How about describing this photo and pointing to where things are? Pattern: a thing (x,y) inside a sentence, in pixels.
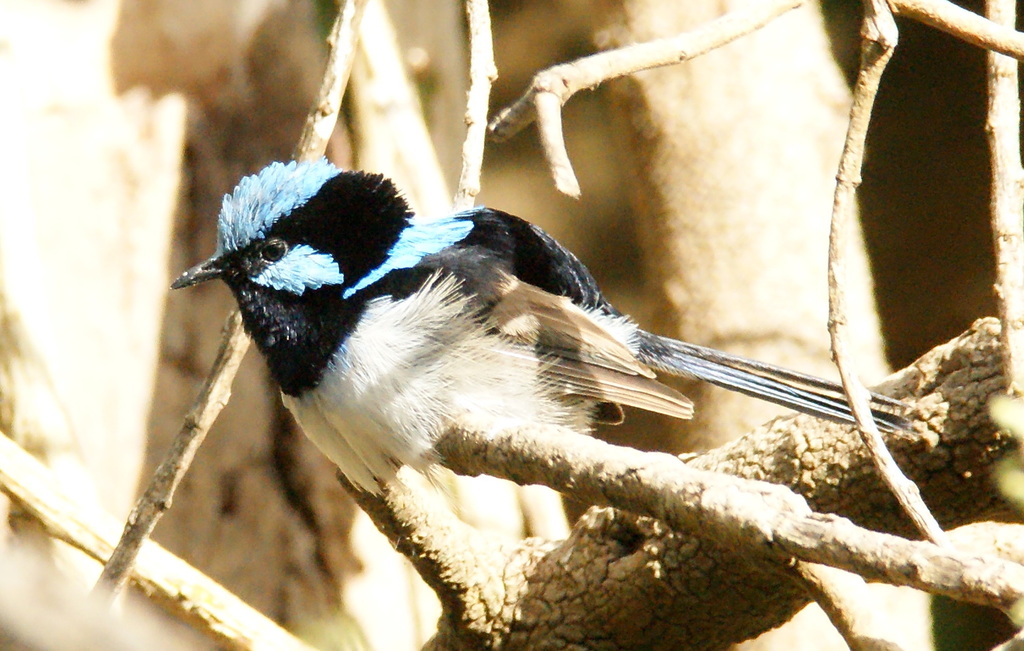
In this picture we can see one bird (428,354) sitting on the stem (406,536).
